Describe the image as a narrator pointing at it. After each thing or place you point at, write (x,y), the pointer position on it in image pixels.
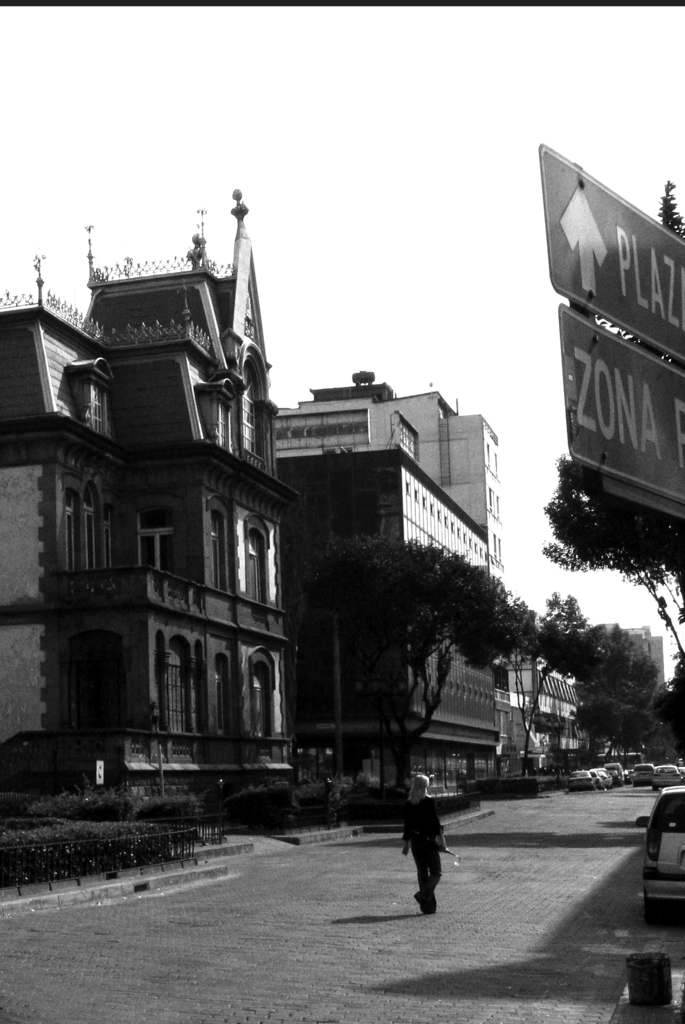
This picture is an edited picture. In this image there is a woman (435,864) walking on the road (573,815) and there are vehicles (644,768) on the road (506,917). At the back (523,667) there are buildings (42,646) and trees (492,636) and there is text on the board (667,338). At the top (271,279) there is sky (300,216). At the bottom (523,908) there is a road (511,912) and there are plants (174,799) behind the railing (373,808).
